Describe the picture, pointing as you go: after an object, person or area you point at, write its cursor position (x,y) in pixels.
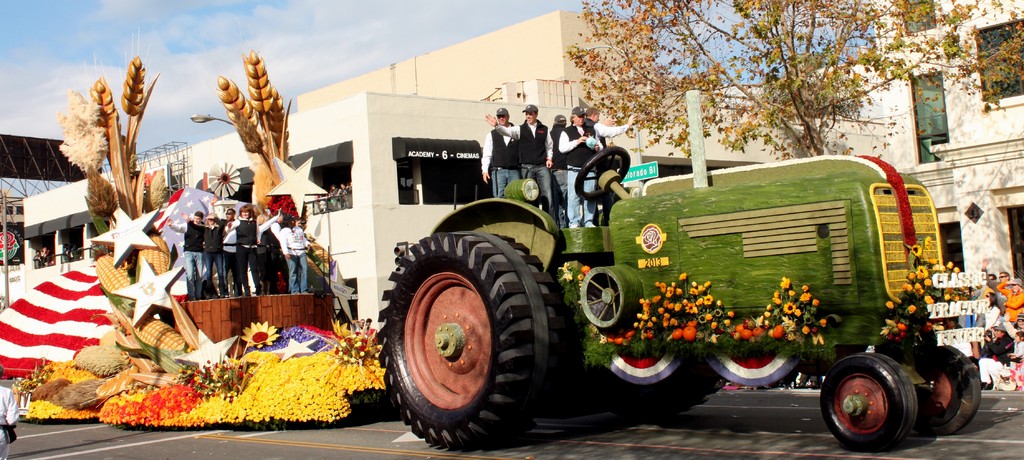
In this picture there are people (258,262) and we can see a vehicle (486,313) on the road (358,450), flowers (244,373), decorative object (80,367), text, tree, maize (106,277), buildings (404,123), pole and shed (50,170). In the background of the image (221,61) we can see the sky (499,12) with clouds (307,3).
